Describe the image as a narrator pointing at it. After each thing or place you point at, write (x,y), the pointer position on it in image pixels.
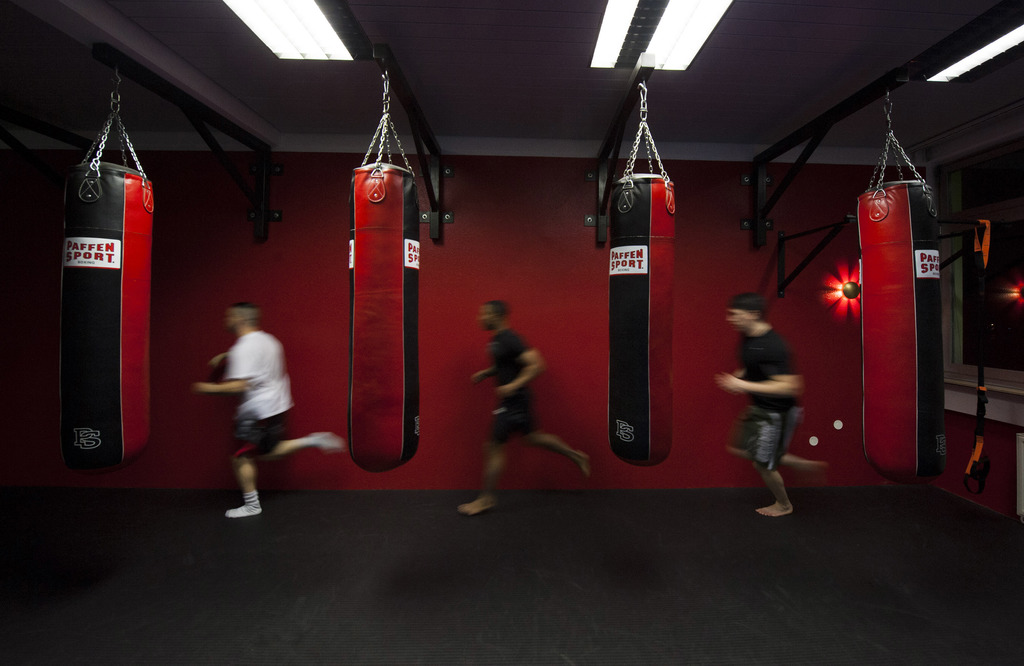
In this image we can see people (527,368), ceiling lights (714,27), sandbags (640,261), chains (898,140), rods (116,66) and window (990,209). Floor (629,517) with carpet (550,567).
